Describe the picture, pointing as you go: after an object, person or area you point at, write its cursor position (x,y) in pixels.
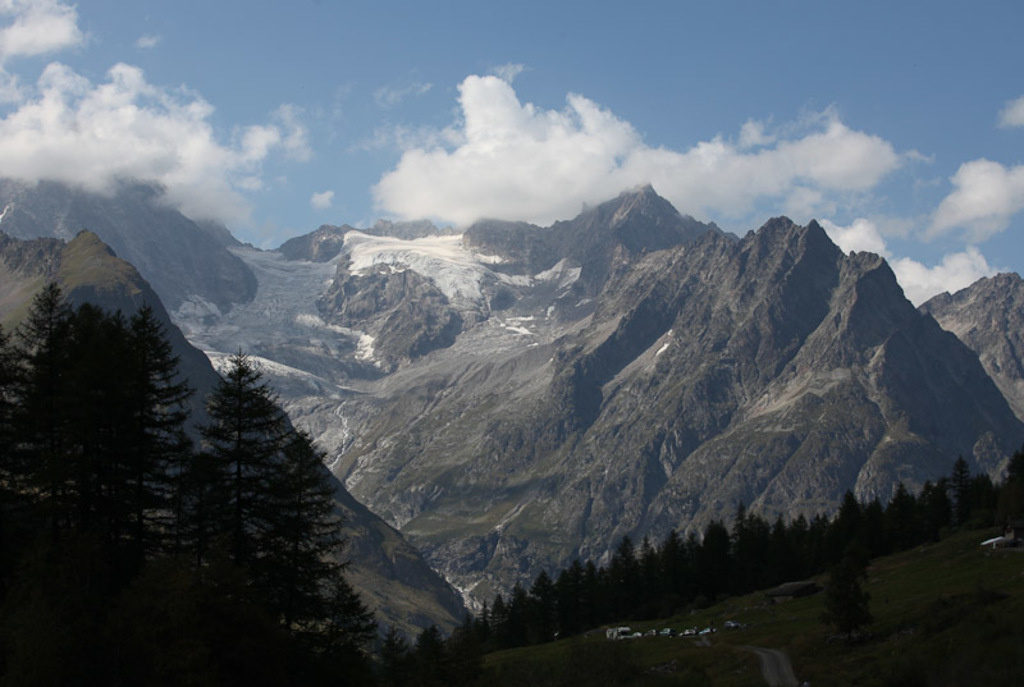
In this image I can see few trees (139,501) in green color. In the background (827,266) I can see few mountains (875,303) and the sky (555,107) is in blue and white color.
